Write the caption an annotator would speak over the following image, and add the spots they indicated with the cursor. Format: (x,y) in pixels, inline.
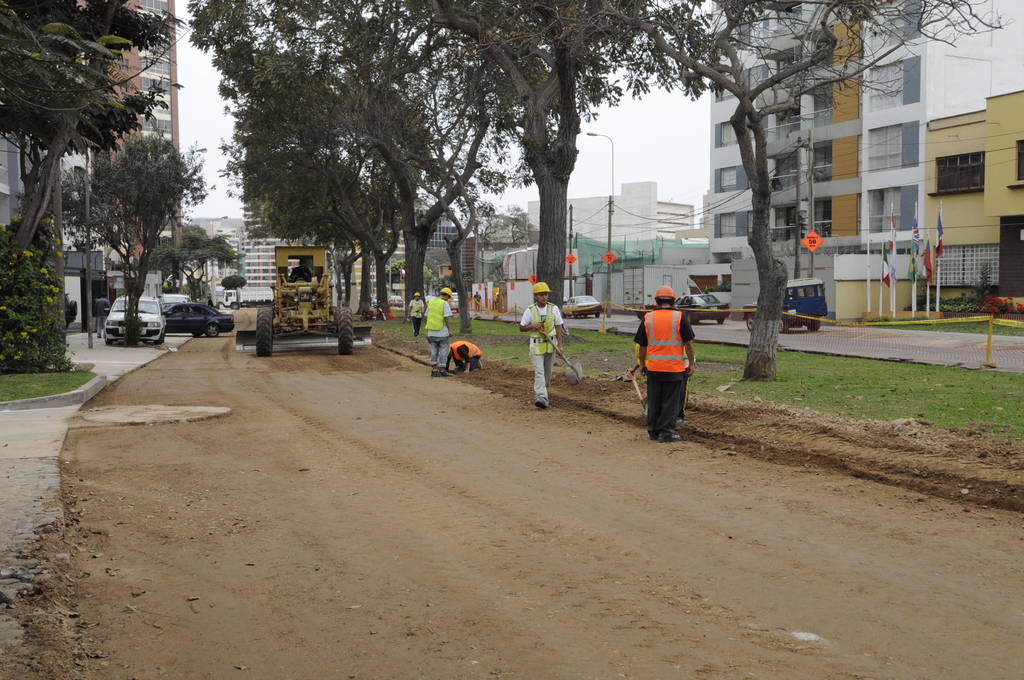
In the foreground of the picture (553,305) I can see a few men (414,331) standing on the road (455,394) and they are holding the shovel tool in their hands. They are wearing the safety jacket (679,330) and there is a helmet (545,288) on their head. I can see the vehicles (722,321) on the road (734,331). There are buildings (127,59) on the left side (140,59) and the right side (961,223). I can see the flag poles (918,234) on the right side (919,234). I can see the trees (390,142) on the left side (86,135) and the right side (748,111) as well.
